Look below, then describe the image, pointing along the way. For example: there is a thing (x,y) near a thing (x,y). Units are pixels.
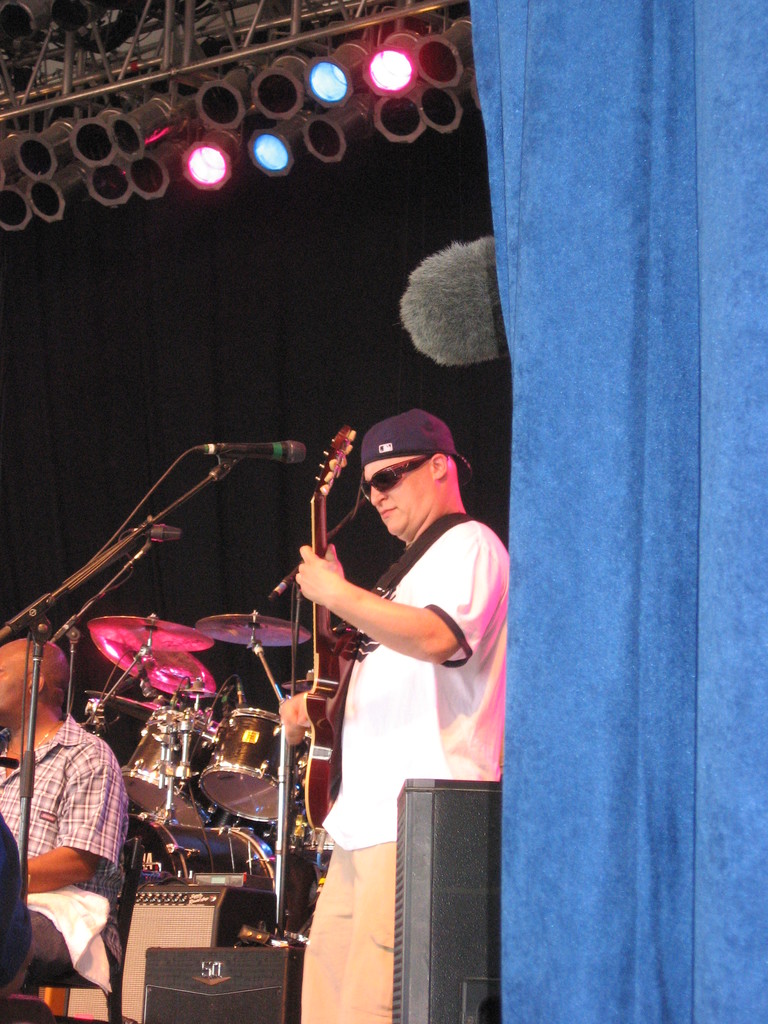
there is a stage (328,353) on the stage (307,410) there are many instruments (234,782) like drum (228,770), mics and guitar (322,708) and there are two persons (355,739) are there on the stage (305,389) one person (408,737) is playing the guitar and another person (78,854) is sitting on the chair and the person (363,729) is playing the guitar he is wearing the specs (391,471) and he is wearing the dark blue color hat (416,445) on the roof (86,73) there are some lights (221,101).
